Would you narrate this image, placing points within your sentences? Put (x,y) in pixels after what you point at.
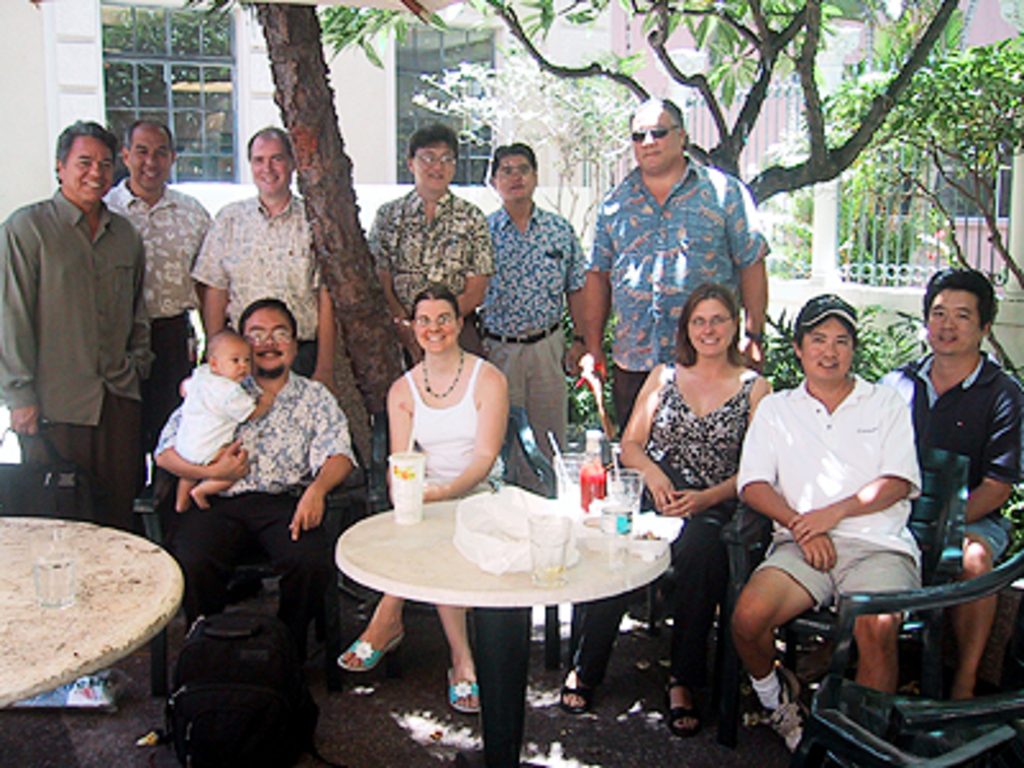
In this picture some people (449,322) are there some are sitting and some are standing in front of them there is a table (517,608) on the table (434,537) there is a Bottles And papers (508,535) back side we can see some of the trees (769,184) and buildings (412,127).
